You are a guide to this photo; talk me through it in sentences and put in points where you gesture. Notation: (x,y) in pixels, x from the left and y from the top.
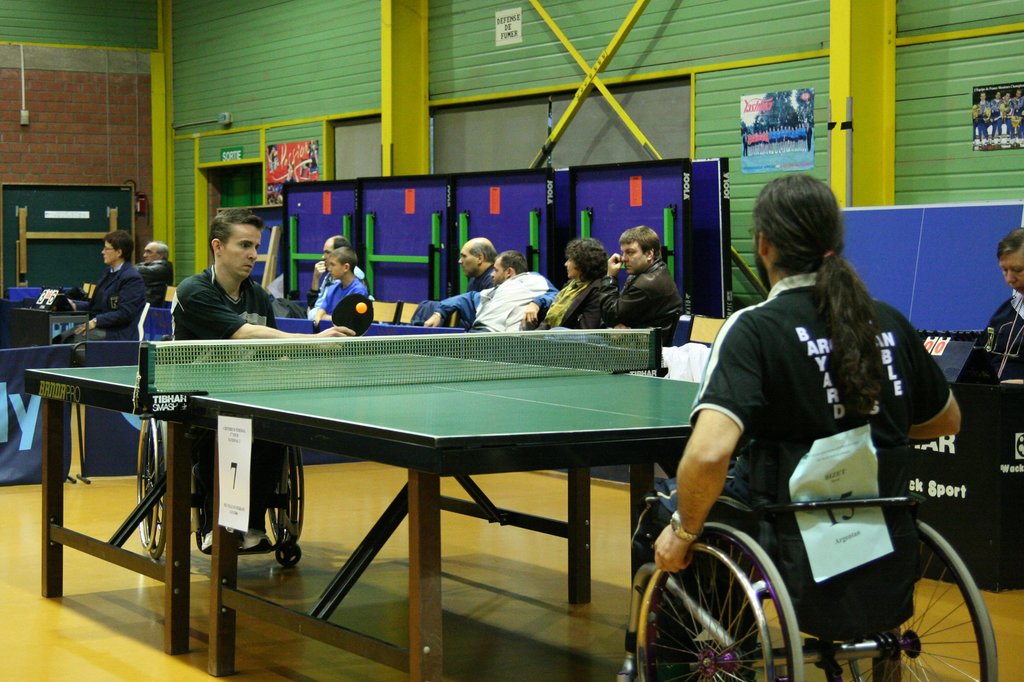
In this image I can see number of people (216,241) were few of them are sitting on wheelchair (801,563) and also I can see a man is holding a racket (349,300). Here I can see a table (109,377) and a ball (361,308). On these walls (643,65) I can see few posters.
